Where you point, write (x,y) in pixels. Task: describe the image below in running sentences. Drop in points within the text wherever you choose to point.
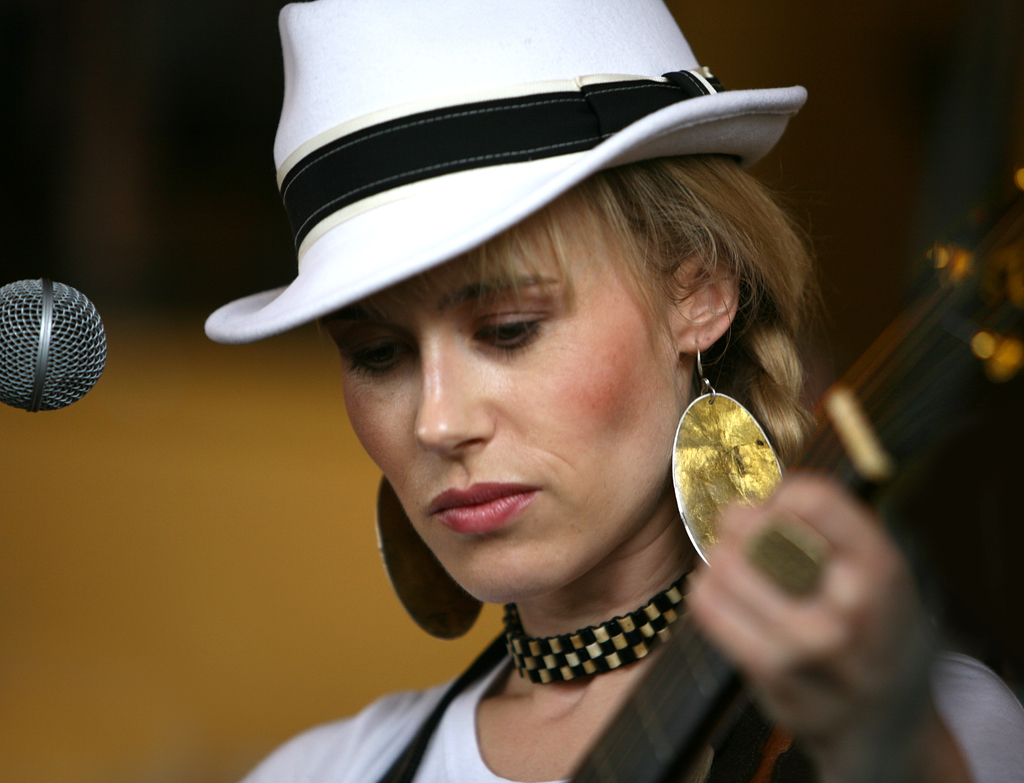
In this image I can see a woman (345,386) and I can see she is holding a thing (709,703). I can see she is wearing white colour dress (444,755) and white hat (481,210). I can also see a mic (67,388) over here and I can see this image is little bit blurry from background (169,692).
